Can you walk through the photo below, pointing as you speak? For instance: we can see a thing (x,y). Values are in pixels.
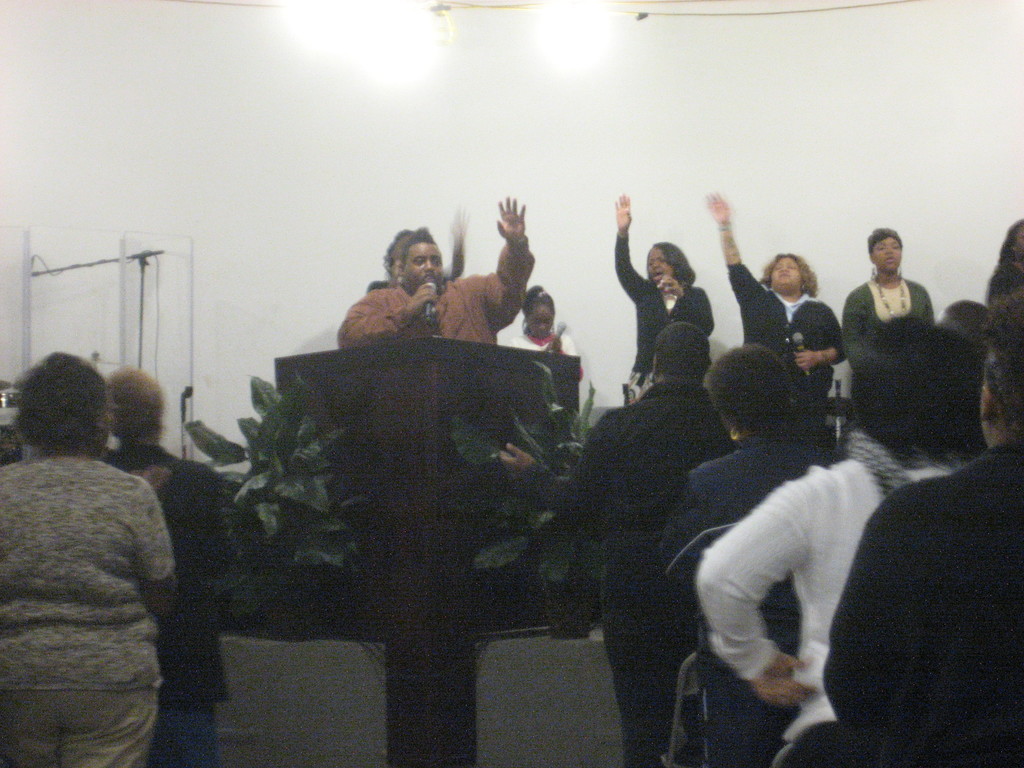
In the image we can see there is a man (432,328) standing near the podium (436,410) on the stage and he is holding a mic (430,307) in his hand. Behind the man (446,325) there are people (779,317) standing and there are other people (629,614) standing on the ground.
